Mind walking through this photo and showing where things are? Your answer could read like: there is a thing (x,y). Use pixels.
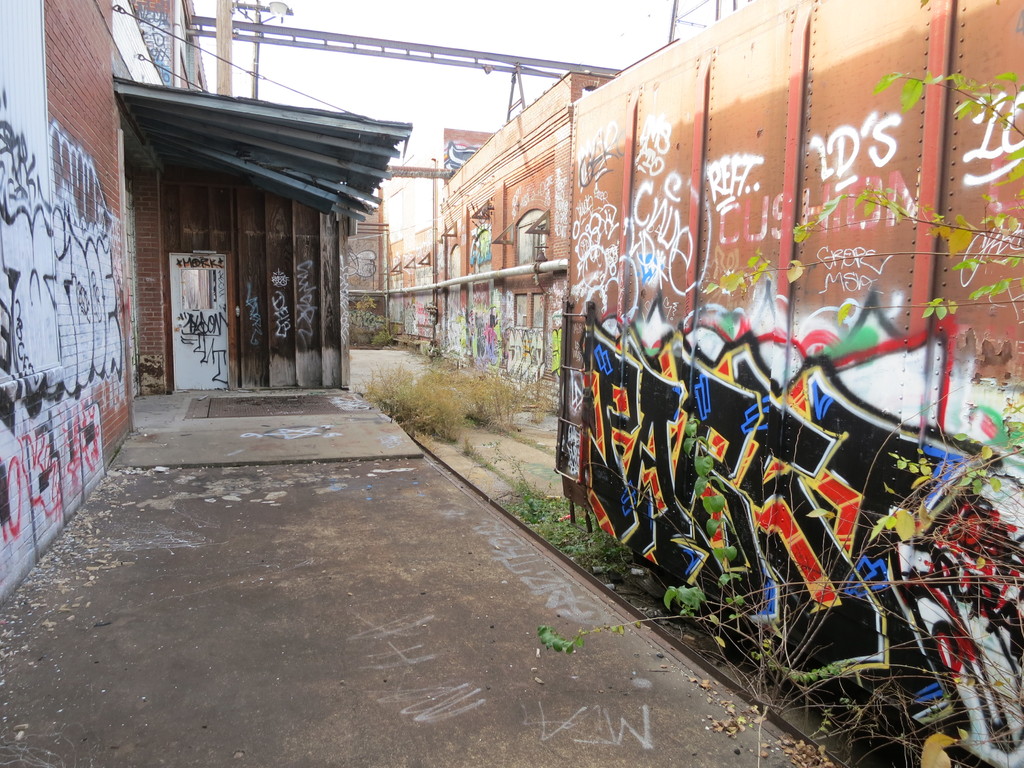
In the foreground (65,218) I can see a building wall (488,326), wall painting (703,380), door (221,334) and a pipe (498,270). In the background (578,41) I can see a light pole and the sky (482,90). This image is taken during a day.
